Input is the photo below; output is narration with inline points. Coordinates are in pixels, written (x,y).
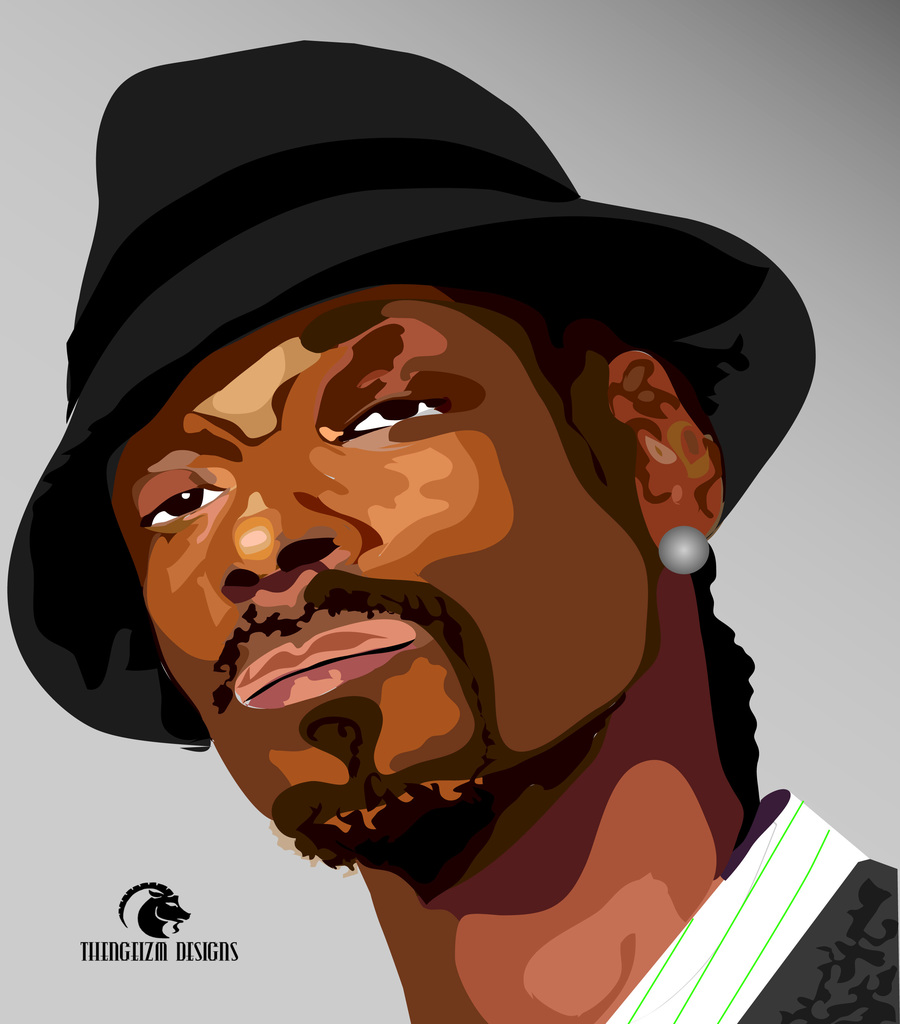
In the picture there is a painting (454,660) of a person (475,532), he is wearing a cap (66,490).
